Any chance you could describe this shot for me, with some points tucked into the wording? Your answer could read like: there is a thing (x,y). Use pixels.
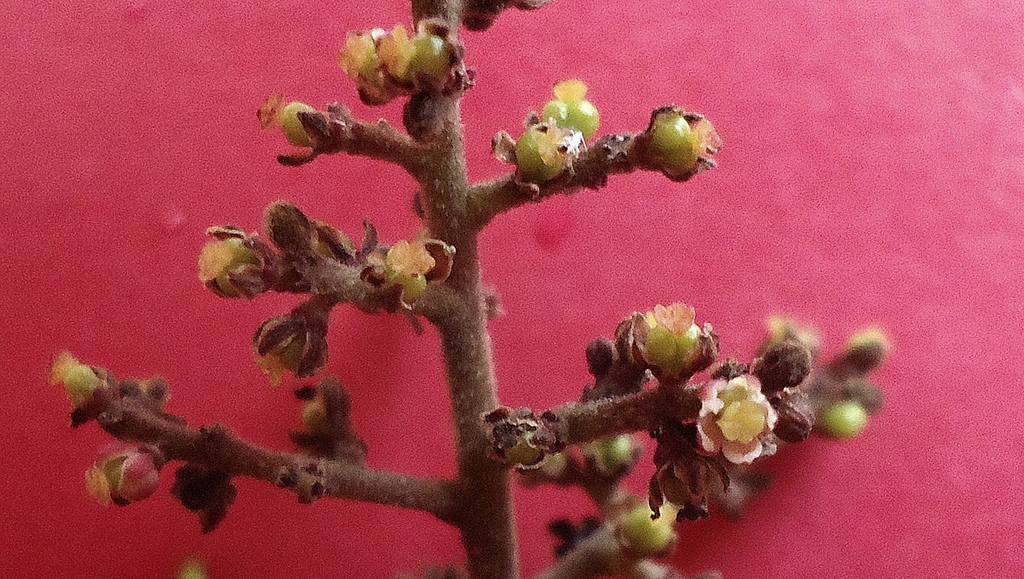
In this picture I can see a plant (448,320). The background of the image (411,458) is red in color.
